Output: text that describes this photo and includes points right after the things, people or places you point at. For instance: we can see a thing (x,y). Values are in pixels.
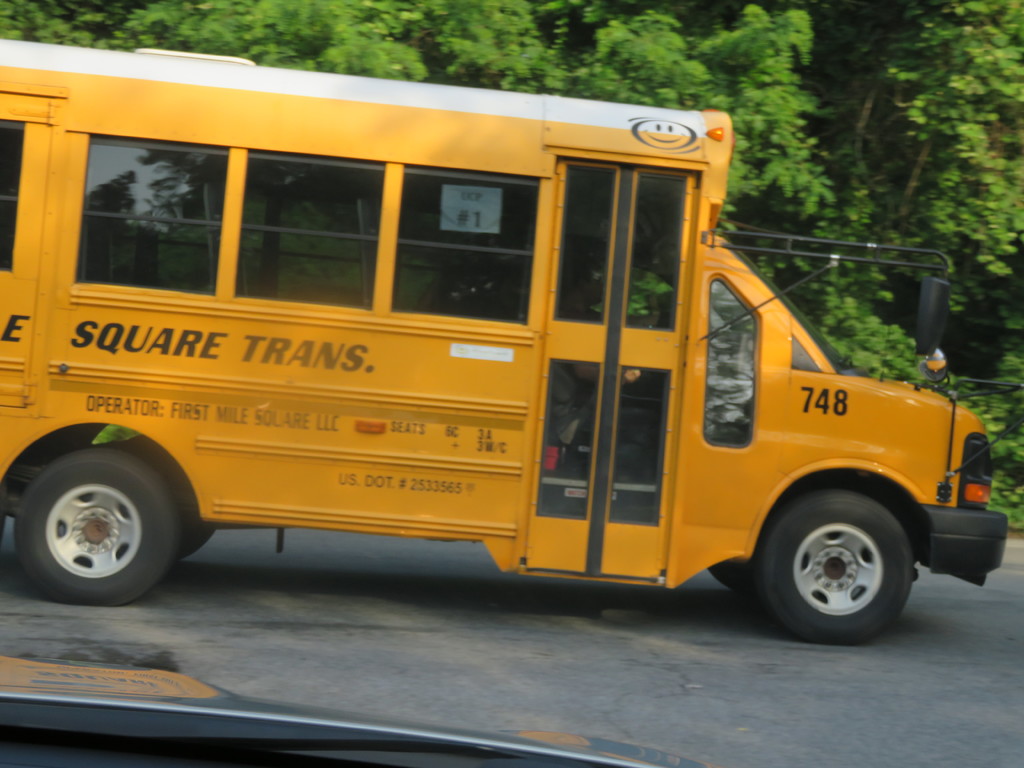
In this image we can see a yellow color vehicle (610,373) placed on the ground (495,652). In the background (766,125), we can see a group of trees (879,104).
